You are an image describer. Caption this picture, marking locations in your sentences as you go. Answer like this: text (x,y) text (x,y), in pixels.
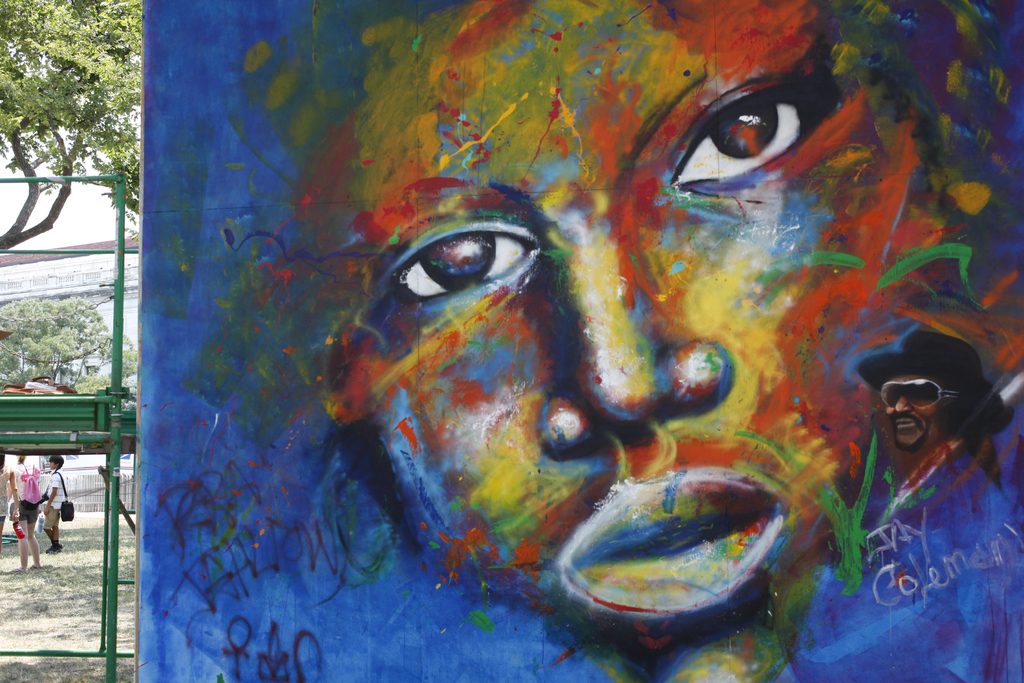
In this picture there is painting (557,252) of a person (636,232) and there is text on the board (212,334). On the left side of the image (9,493) there are three people (60,481) standing and there is a metal object (61,446). There are trees (118,168) and there is a building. At the top (107,227) there is sky (37,209). At the bottom (69,577) there is grass (64,579).
